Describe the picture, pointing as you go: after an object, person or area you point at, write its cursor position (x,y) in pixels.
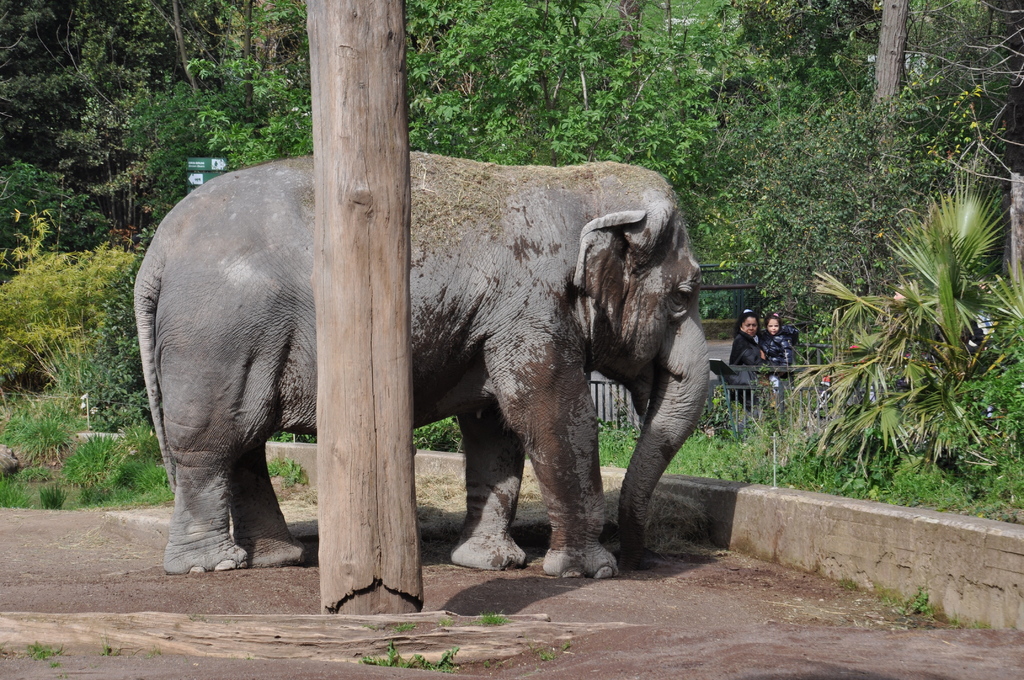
This image is taken outdoors. At the bottom of the image (210,607) there is a ground (513,588). In the middle of the image (384,338) there is a tree (351,277) and there is an elephant (271,325) with big ears (607,279) and a trunk (631,489). In the background (809,419) there are many trees (22,86) and plants (805,288) and there is a railing (785,365).
